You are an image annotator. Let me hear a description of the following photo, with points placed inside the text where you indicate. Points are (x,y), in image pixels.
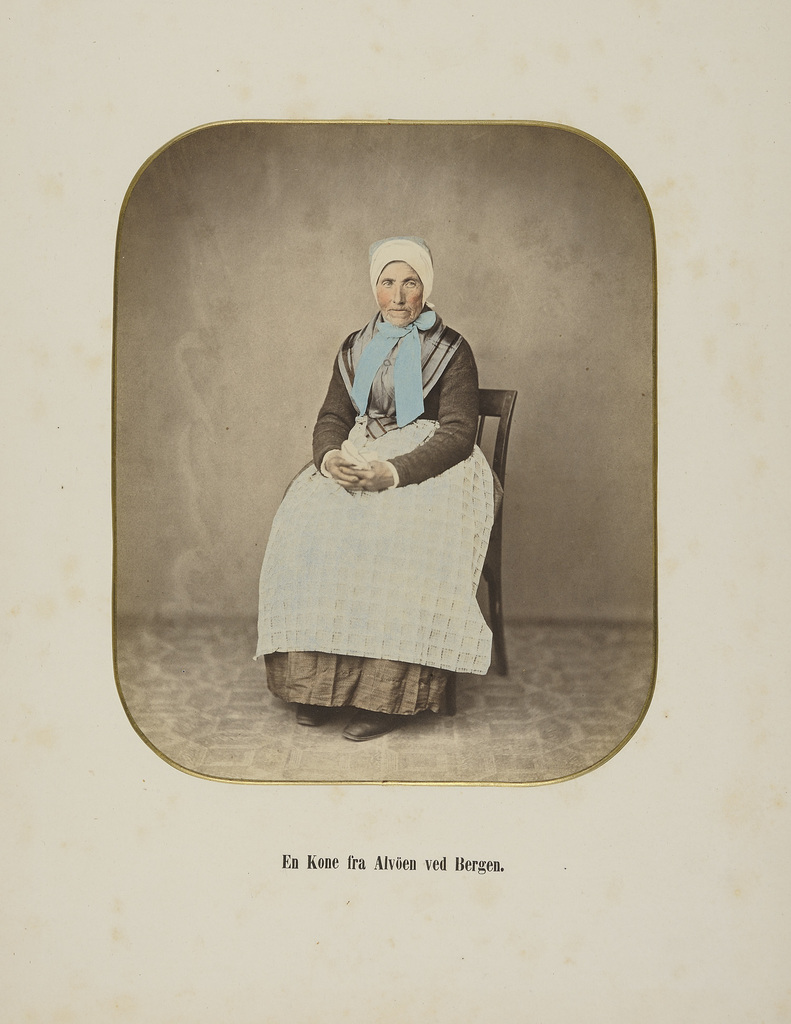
There is an image of a woman (466,388) sitting on a chair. Something written at the bottom (498,867).
